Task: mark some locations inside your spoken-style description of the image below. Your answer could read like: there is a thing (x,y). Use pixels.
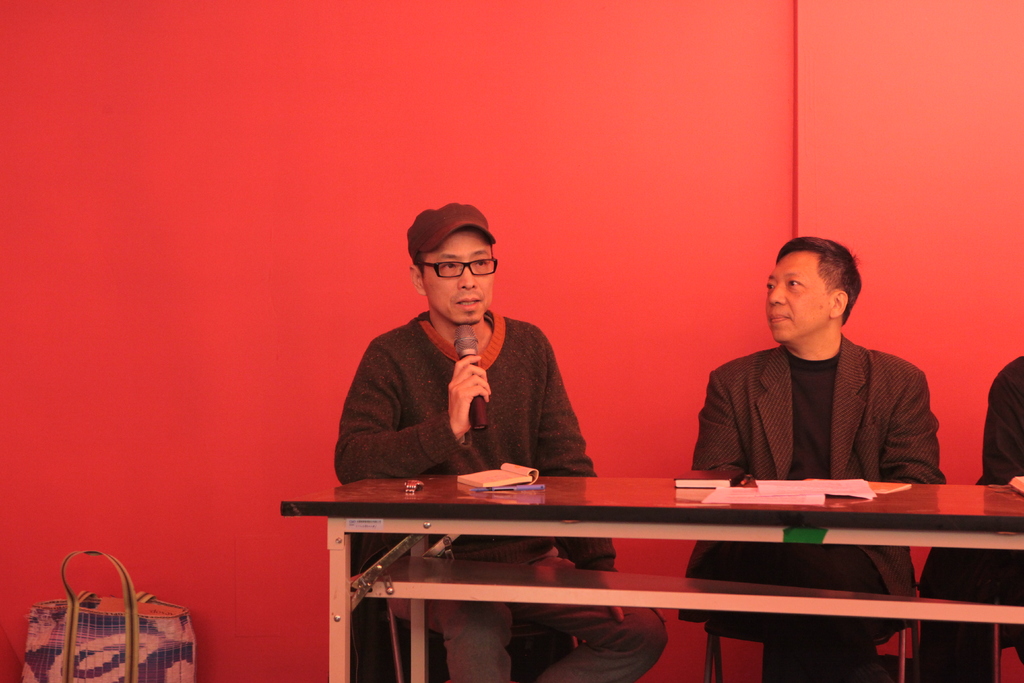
This is the picture of two people (367,413) sitting on the chairs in front of a desk (754,519) on which we have some papers (807,497), diary (696,474), watch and pen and also there is a bag (122,664) to the left side (112,632).
